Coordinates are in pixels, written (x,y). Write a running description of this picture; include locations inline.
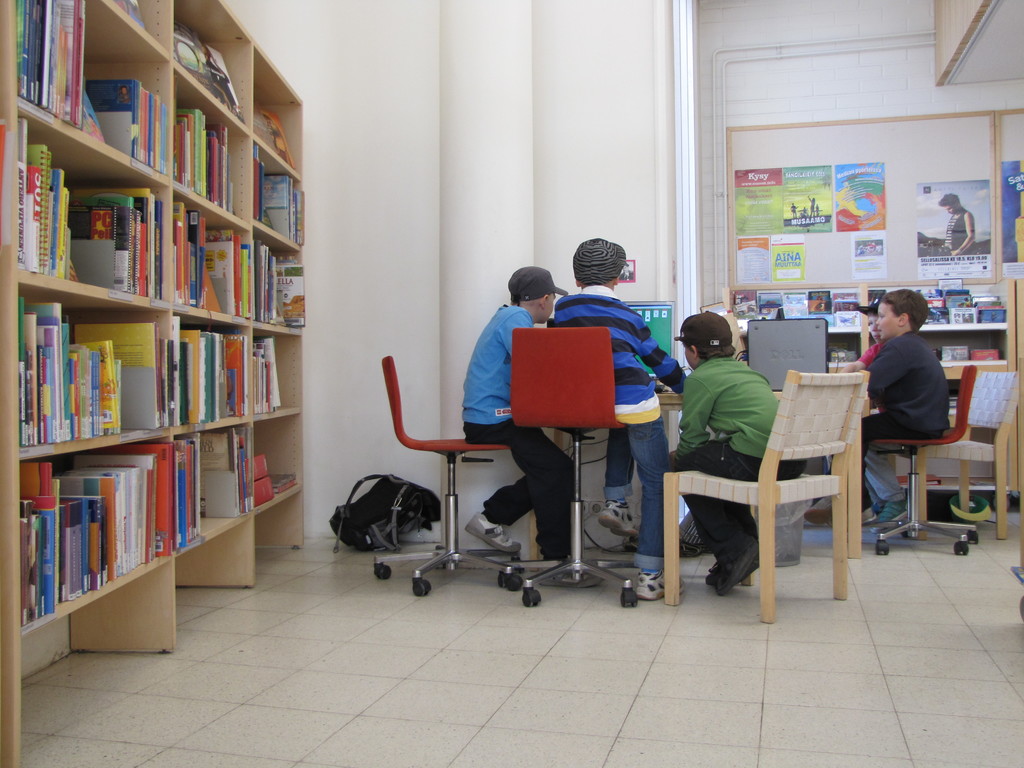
There are few people (488,423) here sitting on the chair (530,411) and looking at the computer (773,330). On the left (146,375) there is a bookshelf (100,287) in which many books (132,327) are there. On the wall (910,108) we can see posters (869,233).
